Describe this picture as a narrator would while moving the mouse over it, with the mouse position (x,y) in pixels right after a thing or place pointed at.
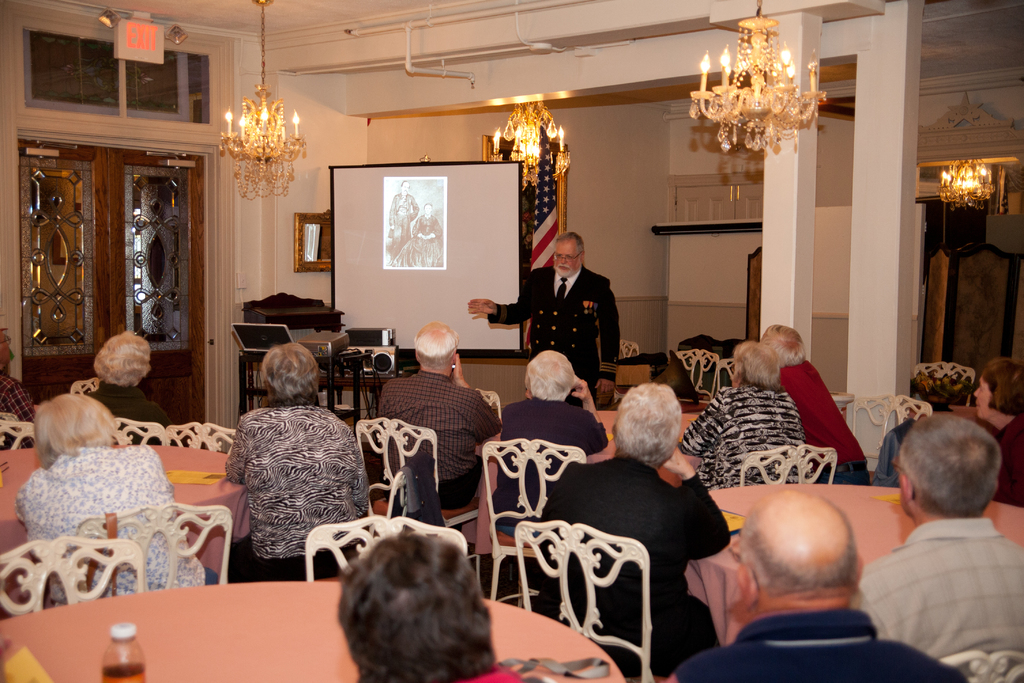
As we can see in the image there is a white color wall (304,175), door (145,230), chandeliers (274,163) and few people (408,415) sitting on chairs (415,430) and there is a table (214,615). On table (227,599) there is a bottle (116,649) and there is a screen (409,268) over here.
